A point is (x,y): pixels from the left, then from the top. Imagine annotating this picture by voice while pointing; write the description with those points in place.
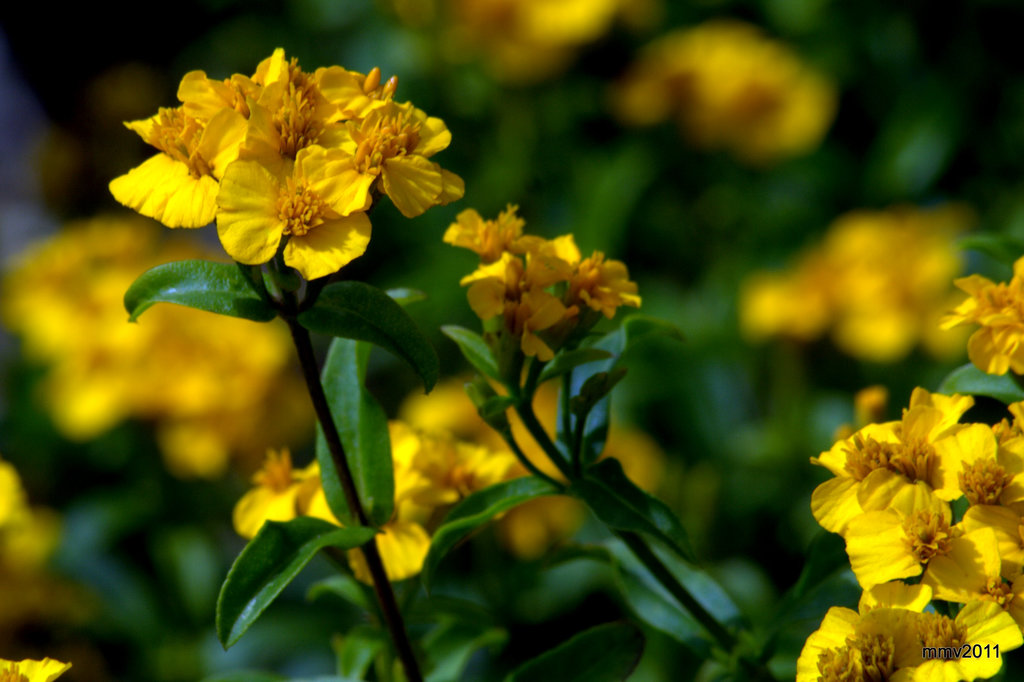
In this image I can see yellow color flowers (957,538) and green color leaves (346,451) to the stems (393,605). The background (731,88) is blurred.
